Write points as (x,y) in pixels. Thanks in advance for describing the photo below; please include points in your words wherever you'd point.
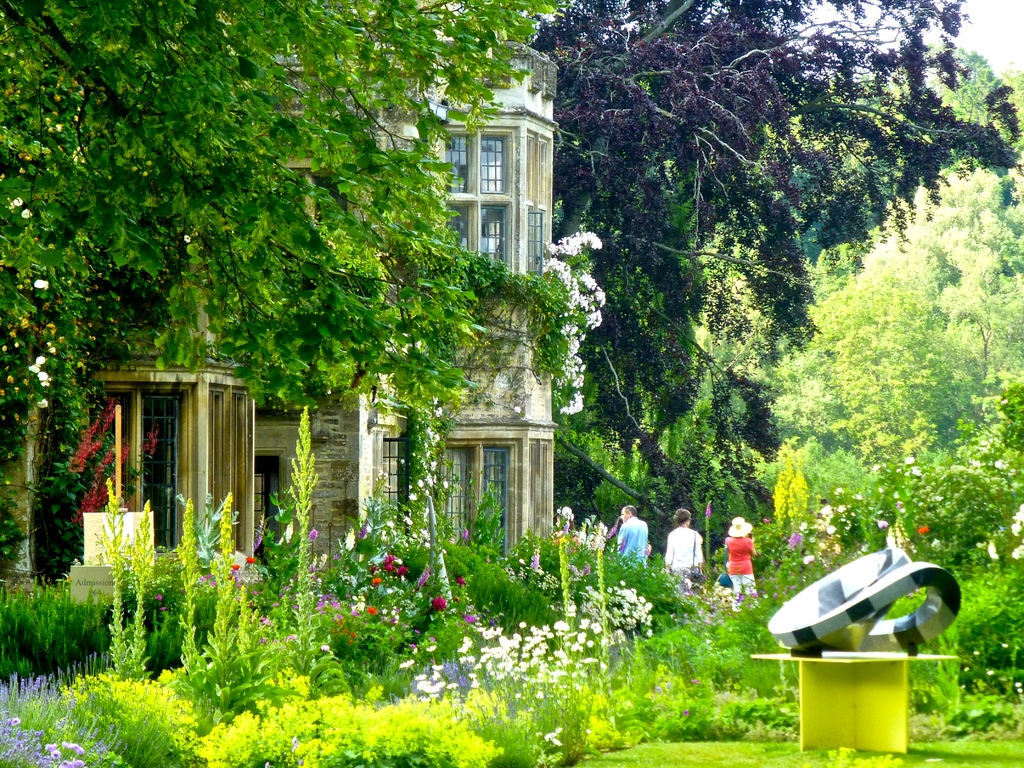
In this image, we can see a building (373,441) in between trees (387,277). There are some plants (367,620) at the bottom of the image (579,626). There are persons (625,528) in the middle of the image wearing clothes (737,559). There is a sculpture (904,589) in the bottom right of the image (902,629).
